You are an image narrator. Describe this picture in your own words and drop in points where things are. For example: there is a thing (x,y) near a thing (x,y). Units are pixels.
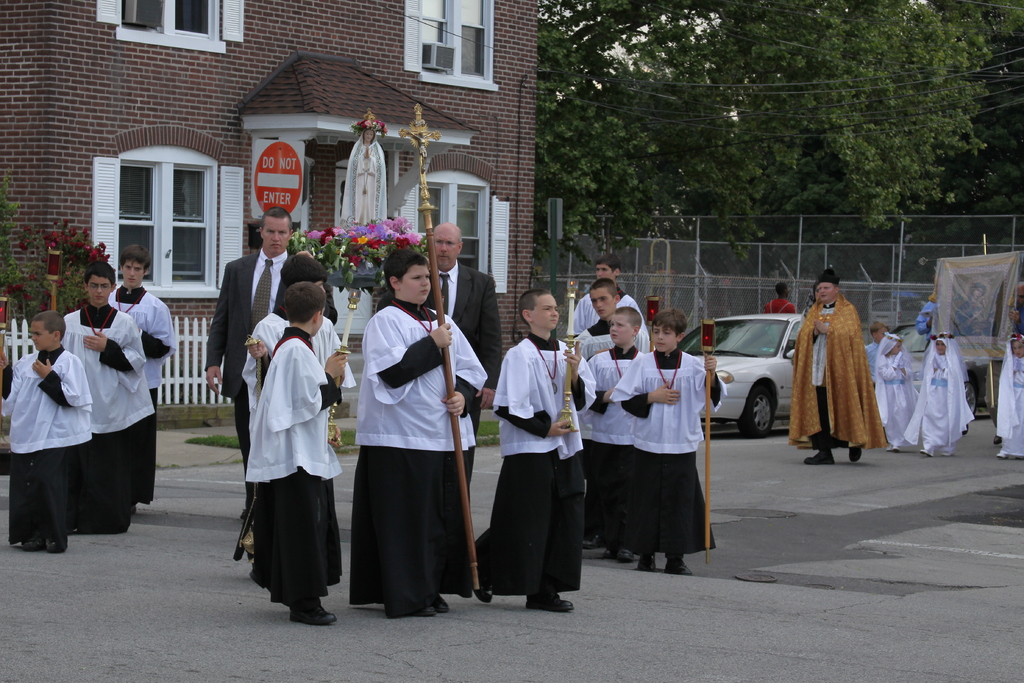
In this image we can see this child (443,404) is holding a cross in his hand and these children (519,454) are holding candle stands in their hands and walking on the road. Here we can two persons (492,299) wearing blazers (467,299). In the background (565,286), we can see the fence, statue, caution board (300,211), brick building (248,185), cars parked here, wires (937,90), poles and the trees (828,122).
